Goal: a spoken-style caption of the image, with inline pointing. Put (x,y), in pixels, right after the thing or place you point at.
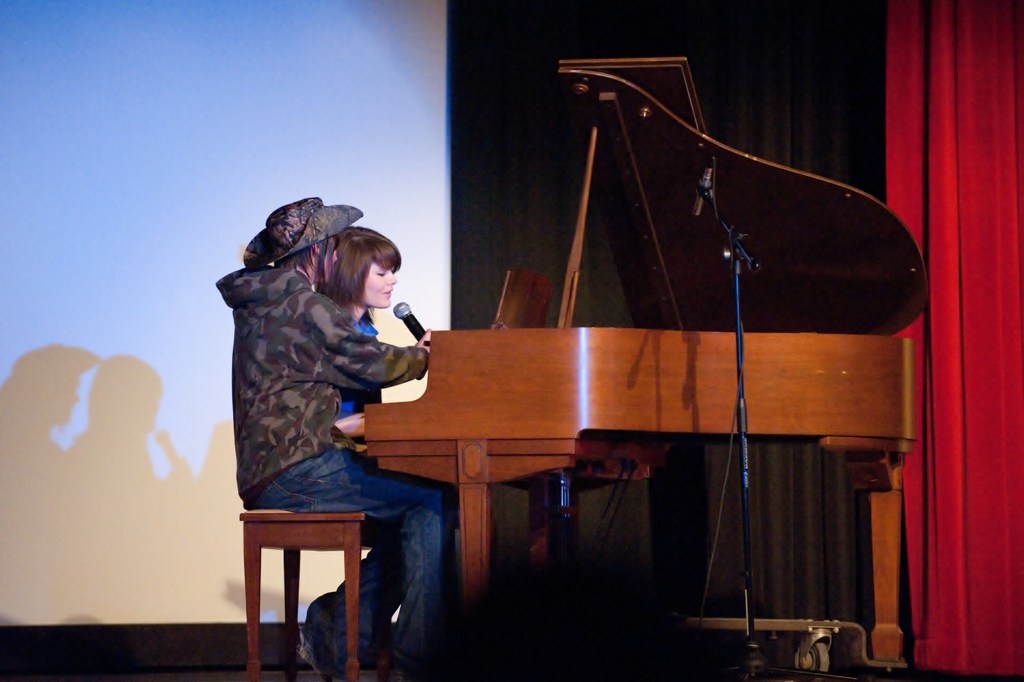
The women (347,294) wearing blue dress (371,325) is playing piano (443,341) and singing in front of a mic (403,320) and the person (327,314) beside her is holding a mic (400,310).
